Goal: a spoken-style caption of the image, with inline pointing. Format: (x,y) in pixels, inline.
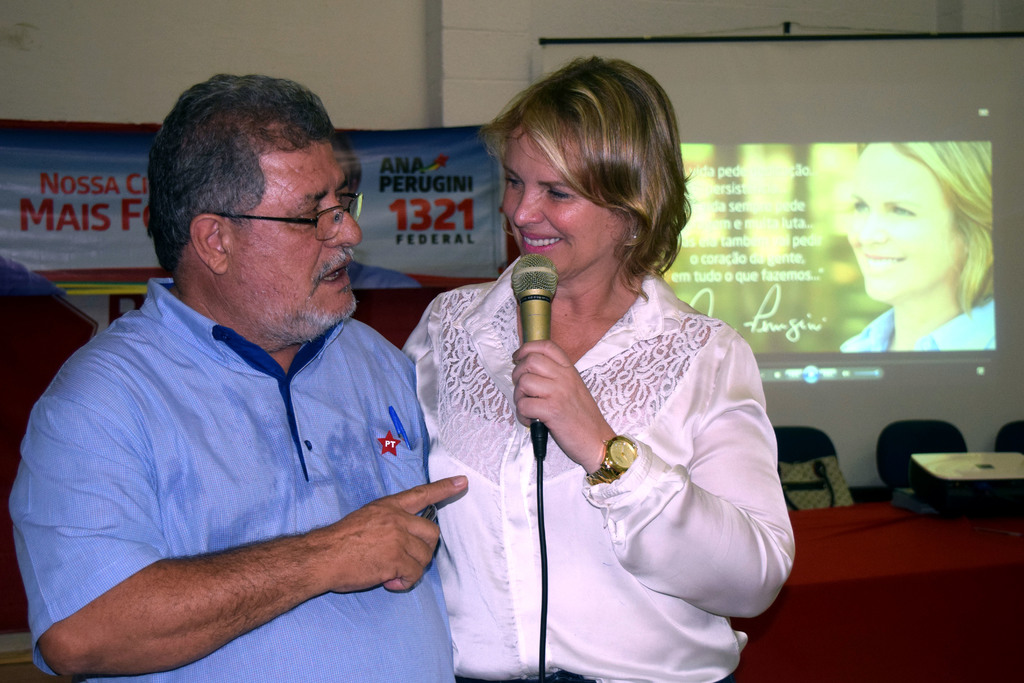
This picture shows a man (334,532) and a woman (468,359) standing and we see women (498,380) speaking with the help of a microphone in her hand (541,392) and we see a projector screen (956,117) and a banner (462,194) on their back (3,115) and we see couple of chairs (815,438).
